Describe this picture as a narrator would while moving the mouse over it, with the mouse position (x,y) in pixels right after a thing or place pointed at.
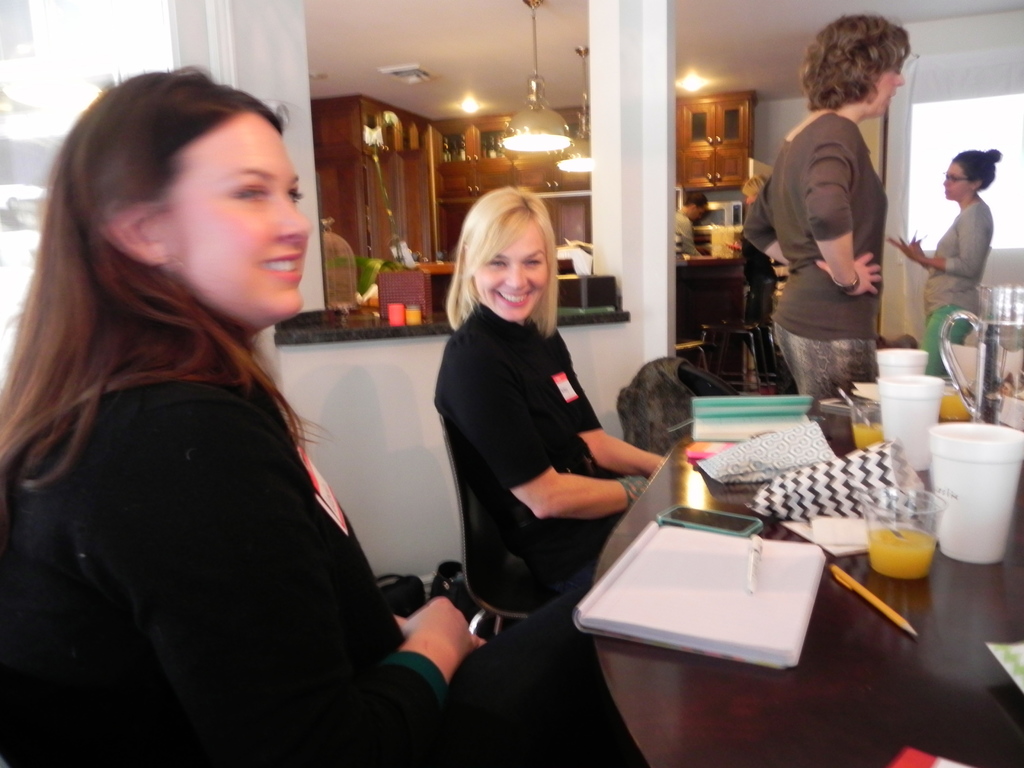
This picture describes about group of people (504,330), few are seated on the chair (479,472) and few are standing in front of the seated persons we can find couple of books (705,569), mobile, covers (755,507), glasses (875,495), pens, on the table (903,588), in the background (474,152) we can see couple of lights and racks (436,143).
